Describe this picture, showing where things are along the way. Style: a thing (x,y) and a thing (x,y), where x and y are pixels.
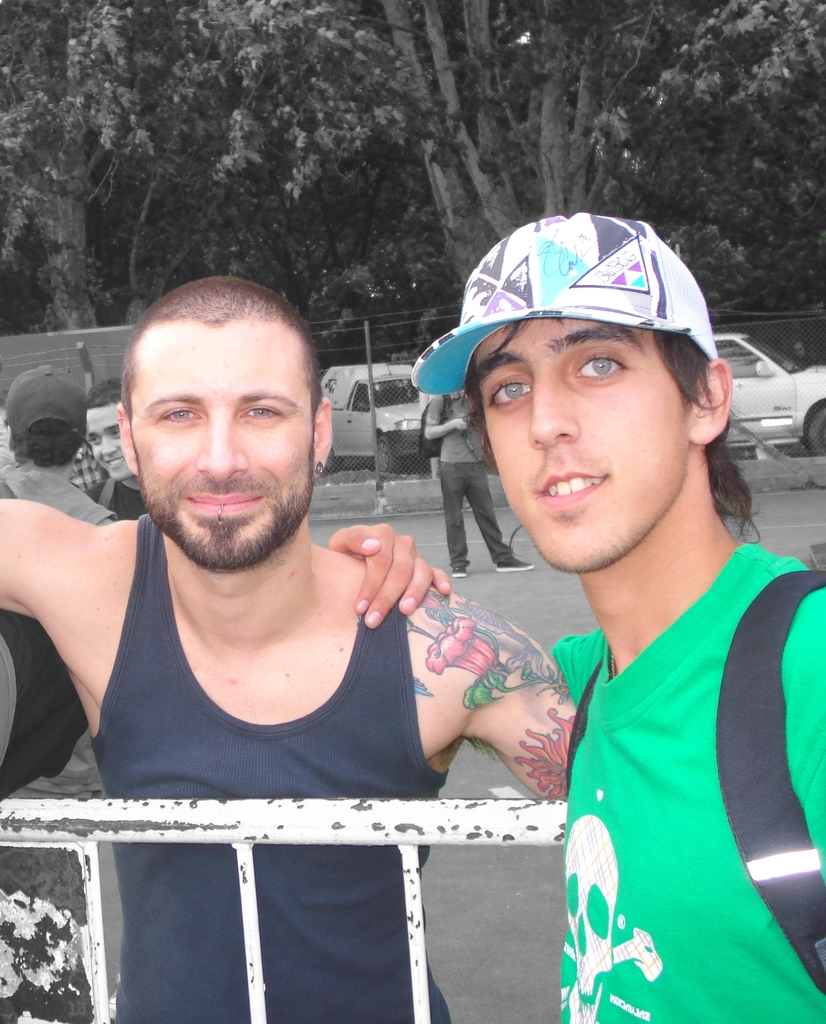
In this picture I can see people (523,475) standing. I can see a metal grill fence (412,910). I can see vehicles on the road (446,875). I can see trees (409,128) in the background (402,114).
